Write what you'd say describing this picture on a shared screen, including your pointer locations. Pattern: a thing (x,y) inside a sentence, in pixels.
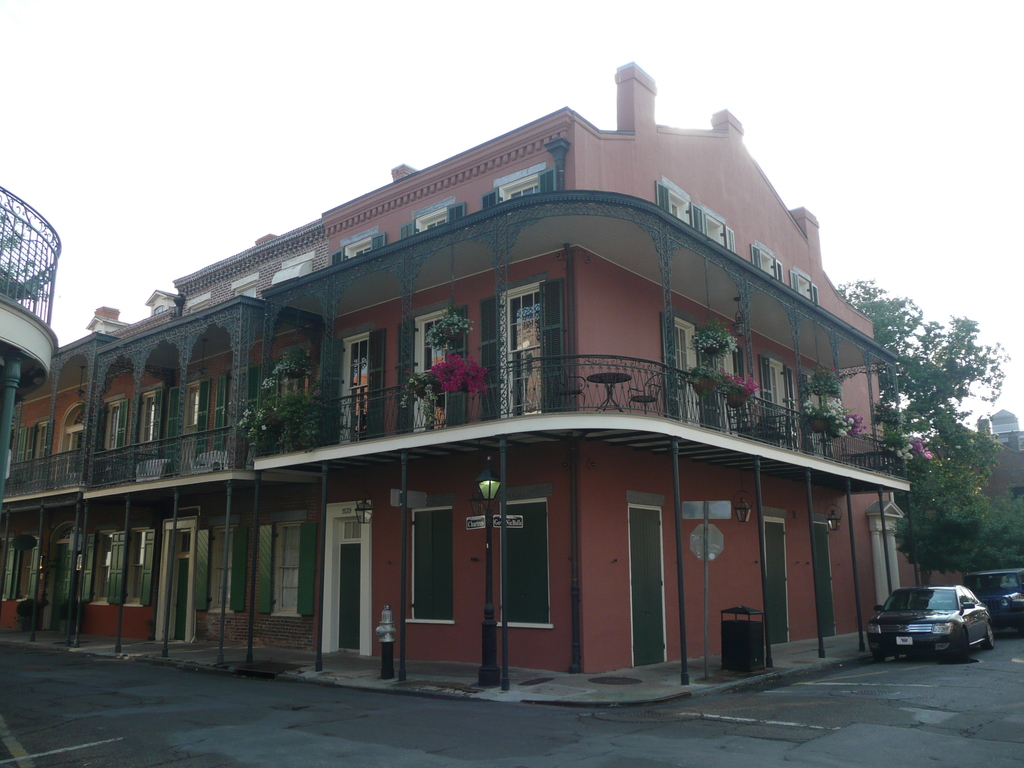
In the middle of the image (485,485) there is a pole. Behind the pole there is a building (459,231), on the building (650,231) there are some plants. Behind the building (120,523) there are some trees (1000,513) and vehicles (1004,628). At the top of the image (280,141) there is sky (892,141).
